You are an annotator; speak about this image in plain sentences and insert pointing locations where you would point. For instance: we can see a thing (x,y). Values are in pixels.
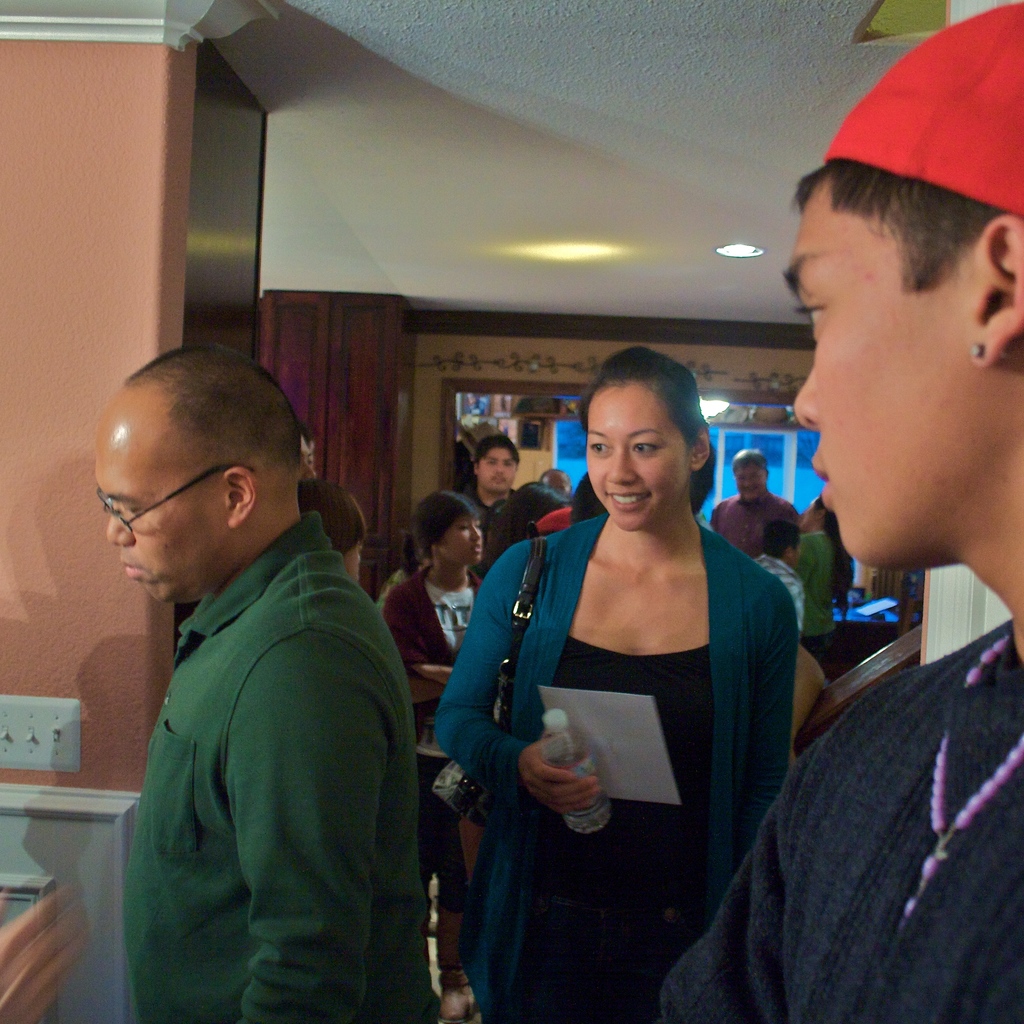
In front of the picture, we see three people (591,851) are standing. The woman (707,652) in the blue jacket (558,629) is holding a paper (620,749) and a water bottle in her hands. She is smiling and she is also wearing a handbag (477,787). Behind her, we see many people (721,530) are standing. In the background (782,489), we see a wall (426,385) and the glass window (799,479). On the left side (150,77), we see the pillar (70,671). At the top (308,83), we see the ceiling (435,132) of the room (435,132).
